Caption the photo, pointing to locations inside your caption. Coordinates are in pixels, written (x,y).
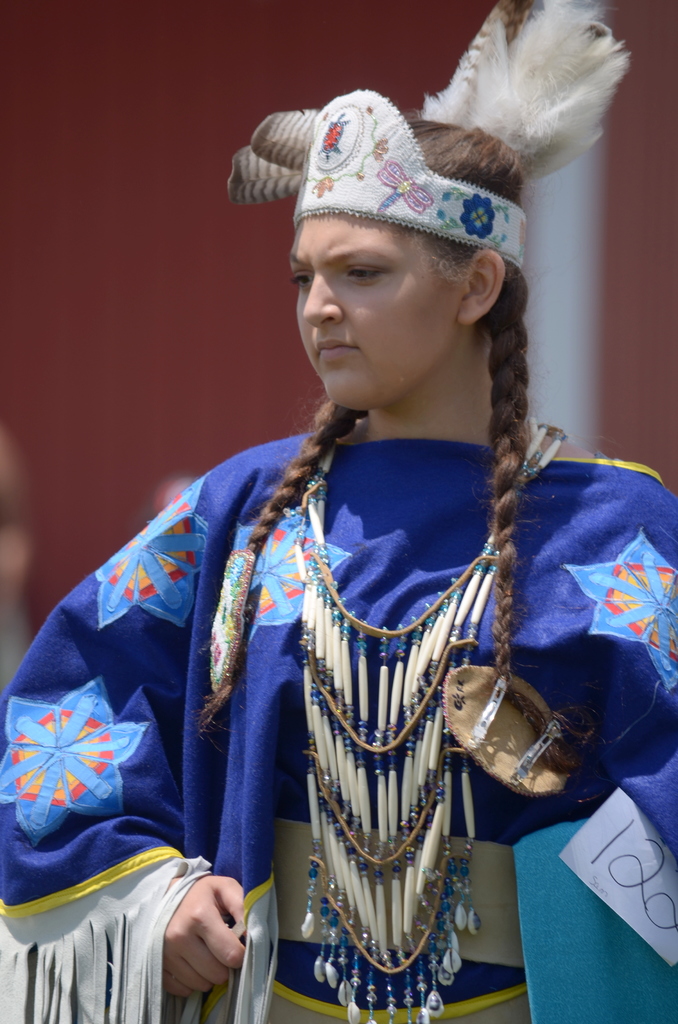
In this picture there is a girl (242,673) wearing a traditional blue color dress (390,699), standing in the front (408,589) and looking on the left side (214,699). Behind there is a red color blur background (619,97).
